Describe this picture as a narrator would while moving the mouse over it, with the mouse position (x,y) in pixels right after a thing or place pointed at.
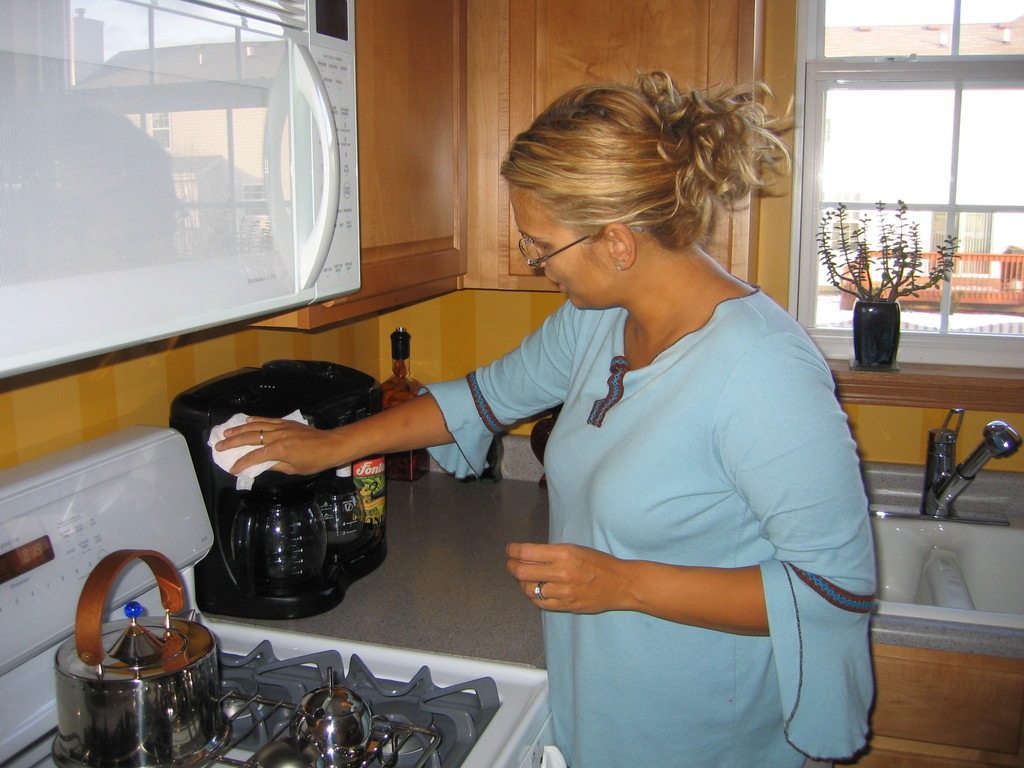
In this image a lady (623,359) is standing wearing blue top (718,471). She is holding a tissue (244,475). On the kitchen counter (418,546) there is stove (256,679), kettle (164,660), coffee maker (222,580), bottle (371,464), sink (953,520). On the top (252,171) there are microwave (334,103), cupboards (658,58), plants pot (873,311), glass window (880,198). Through the glass window (950,269) we can see outside.
